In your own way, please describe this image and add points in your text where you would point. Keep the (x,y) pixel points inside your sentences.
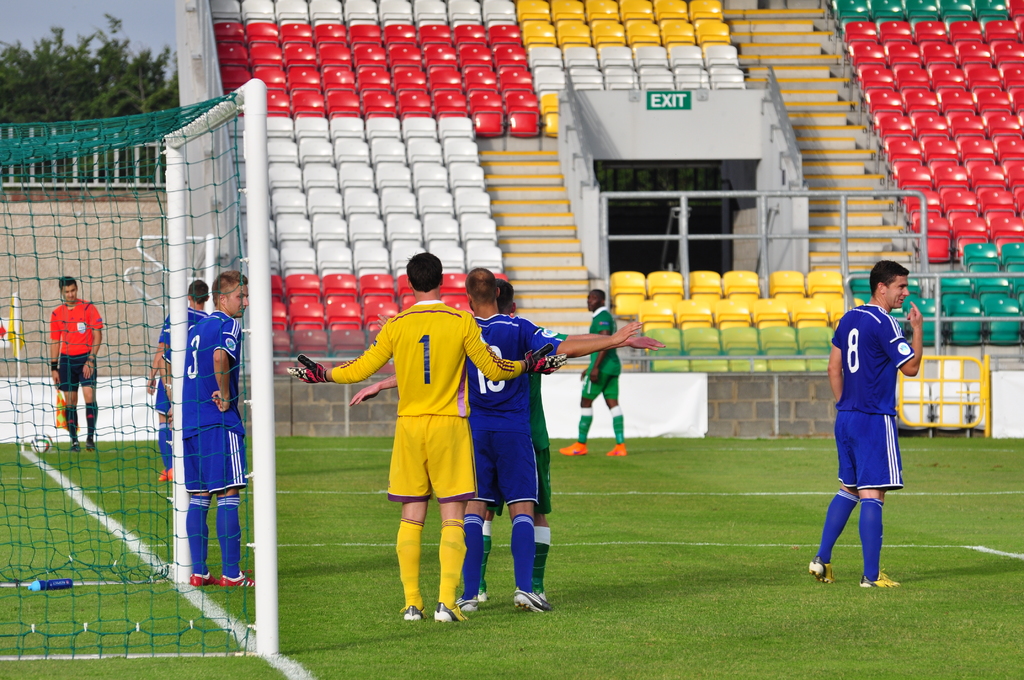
In this image I can see few persons (509,495) standing. In front (439,356) the person (432,400) is wearing yellow color jersey (453,348) and I can see few people (518,446) wearing blue and green color jersey (537,436). Background (779,277) I can see few chairs (638,291) in red, white and yellow color, trees (98,90) in green color and the sky (102,23) is in white color.
